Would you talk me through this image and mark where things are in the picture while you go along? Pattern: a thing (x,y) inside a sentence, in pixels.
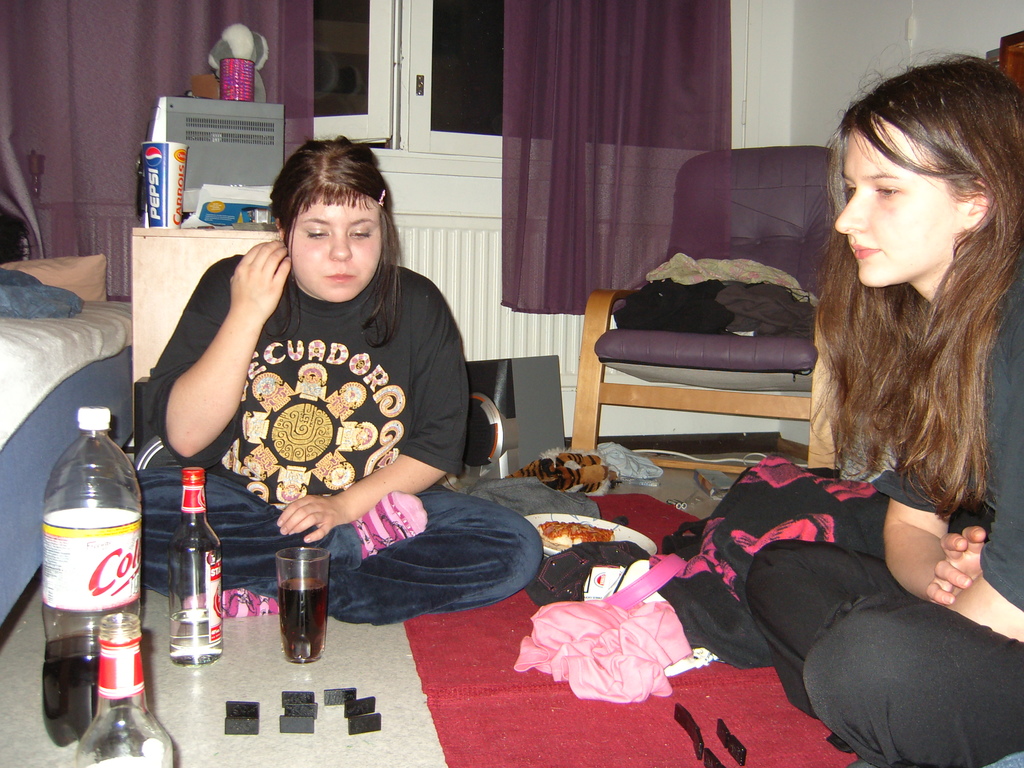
In the picture we can see two women (938,573) wearing black color dress (310,306) sitting on floor (22,703), there are some bottles (60,629), glasses (293,659), plates (583,523) on the floor (368,649) and in the background (172,241) there is chair (746,348), bed (25,323), cupboard (141,272), there is a window (392,43), curtain (693,82).
